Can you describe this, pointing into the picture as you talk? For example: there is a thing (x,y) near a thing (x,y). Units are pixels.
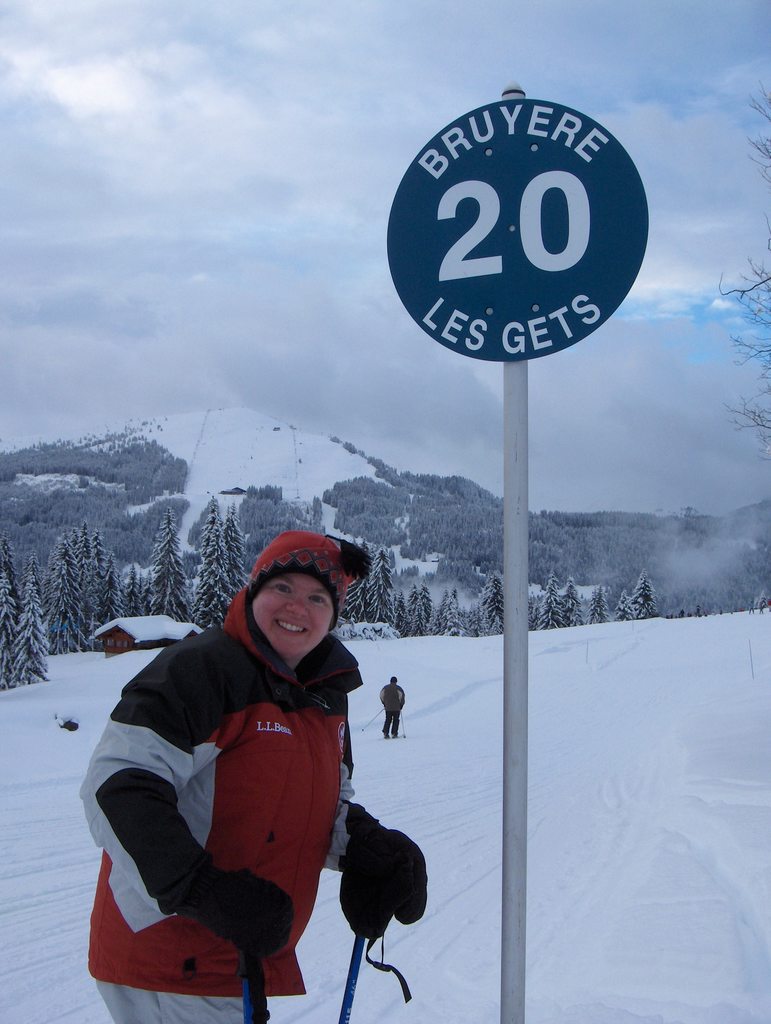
In this image there is person (195,977), pole (520,1007) with some text (500,121) on it in the foreground (573,131). There is snow (580,878) at the bottom (700,803). There is a person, trees (476,577), building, mountains (46,449) in the background (10,468). And there is a sky (746,340) at the top (42,35).
